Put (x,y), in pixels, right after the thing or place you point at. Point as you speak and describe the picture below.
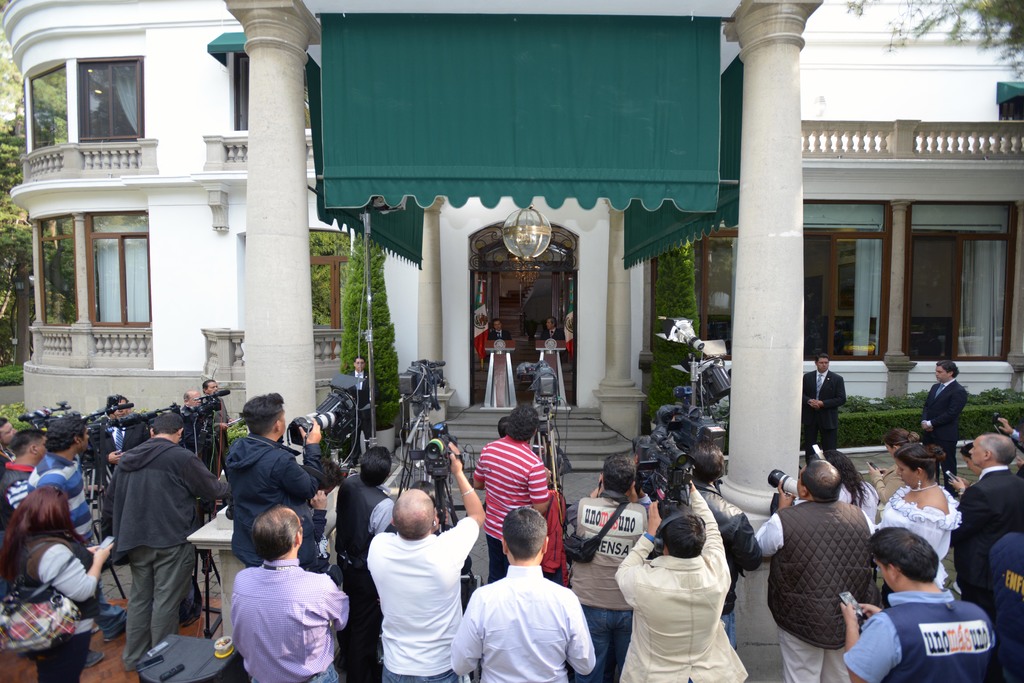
In this picture there is group of press reporters (530,581) with camera (543,366) standing in the front (321,552). Behind there are two person (558,338), standing at the speech desk (510,369) and giving speech. Behind there is a mexican flag (480,318) and a wooden Door (555,282). In the background (193,203) there is a white color building (958,224) with glass windows (953,237).
